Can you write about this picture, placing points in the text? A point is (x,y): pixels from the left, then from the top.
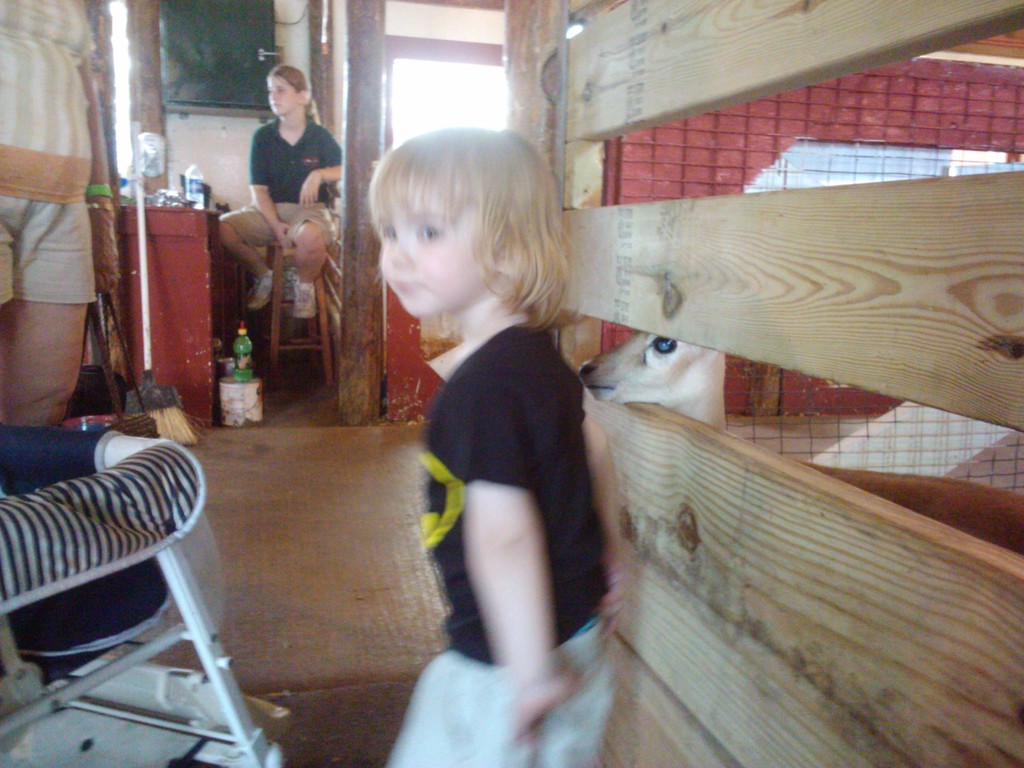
In this image in the front (512,516) there is a boy (482,523) standing. On the right side (883,395) there is a wooden fence (914,394) and there is an animal (694,397), behind the wooden fence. On the left side (69,535) there is a trolley (63,550) and there is a person (40,217). In the background (275,174) there is a person (314,208) sitting and there are objects (189,201) in front of the person (287,121) and there is an object (211,92) which is green in colour on the wall (278,53). On the ground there is an object (242,404) which is white in colour and on the top of the object (252,391) there is a bottle (246,352) which is visible and there are windows (452,97) in the back ground (458,106).
